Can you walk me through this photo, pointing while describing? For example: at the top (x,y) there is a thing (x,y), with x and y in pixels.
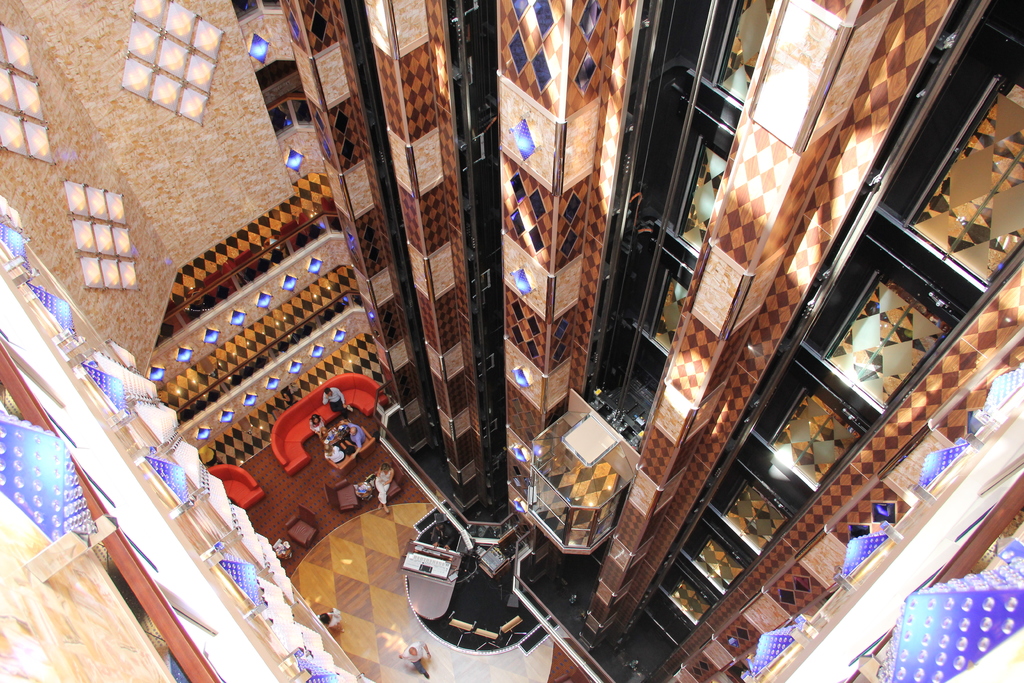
In this image, I can see the inside view of a building (415,632). I can see an elevator (541,508) between the pillars (560,363). On the left (47,511) and right side of the image (932,655), there are decorative glass objects (36,482) to the wall (147,127). At the bottom of the image (425,671), I can see two persons (406,656) walking and there are few other objects (424,602) on the floor (474,583). I can see few people (334,397) sitting on the couches (293,451) and there are chairs (347,498) and tables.
